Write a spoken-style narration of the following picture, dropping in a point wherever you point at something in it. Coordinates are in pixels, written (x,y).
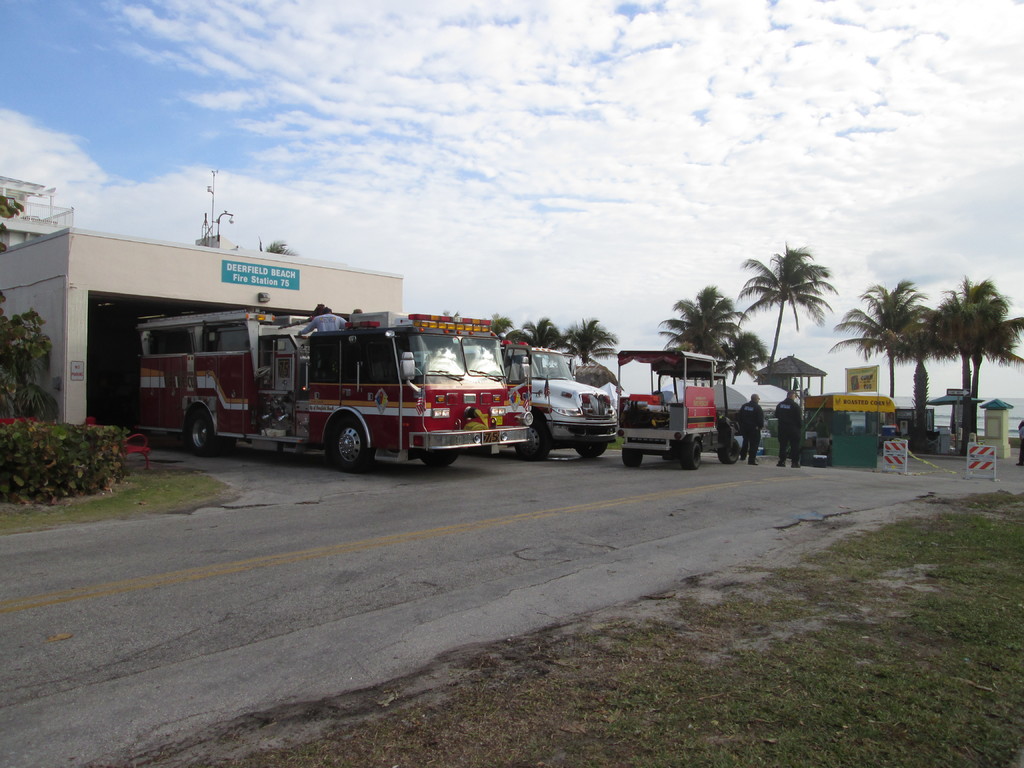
In this image we can see some vehicles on the road (621,588) and on the left side (341,278) we can see a building (2,272). We can see some trees (890,328) and at the top (586,78) we can see the sky (717,225) with clouds (598,115).
